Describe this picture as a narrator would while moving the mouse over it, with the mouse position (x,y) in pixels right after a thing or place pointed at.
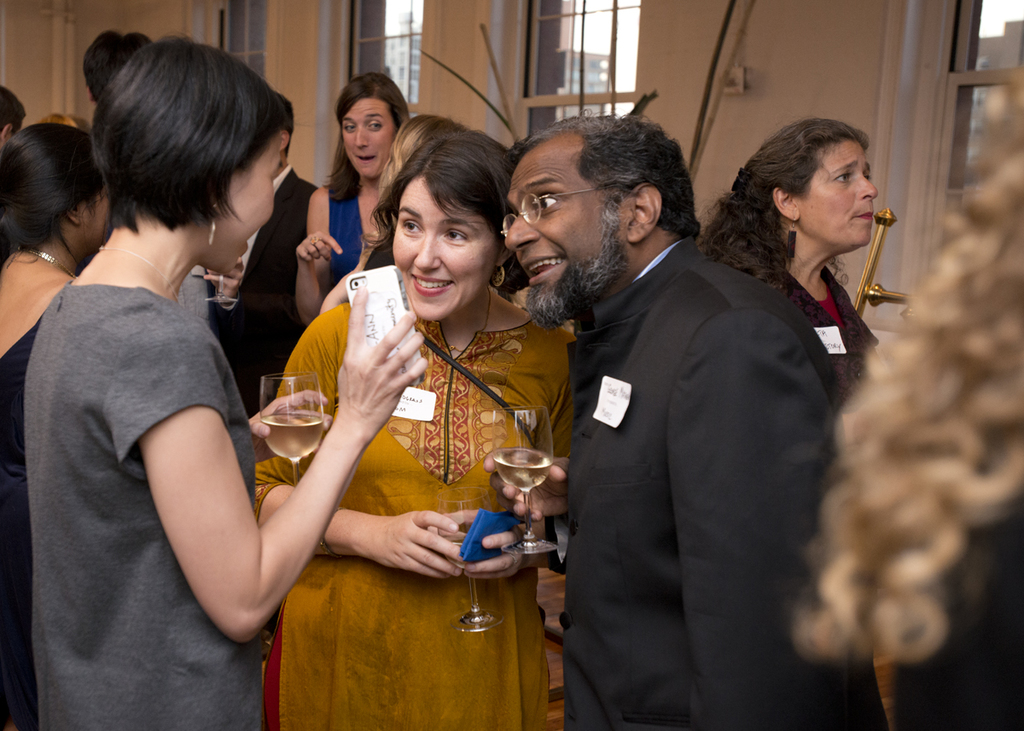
In front of the picture, we see three people (477,448) are standing and they are holding the glasses (500,464) containing the liquid (515,457) in their hands (451,570). They are smiling. The woman (362,343) on the left side (93,463) is holding a mobile phone (384,320) in her hands (361,311). Behind them, we see many people (276,228) are standing. In the background (822,104), we see a wall (750,108) and the windows (399,49) from which we can see the buildings (414,52) and the sky (632,63).
